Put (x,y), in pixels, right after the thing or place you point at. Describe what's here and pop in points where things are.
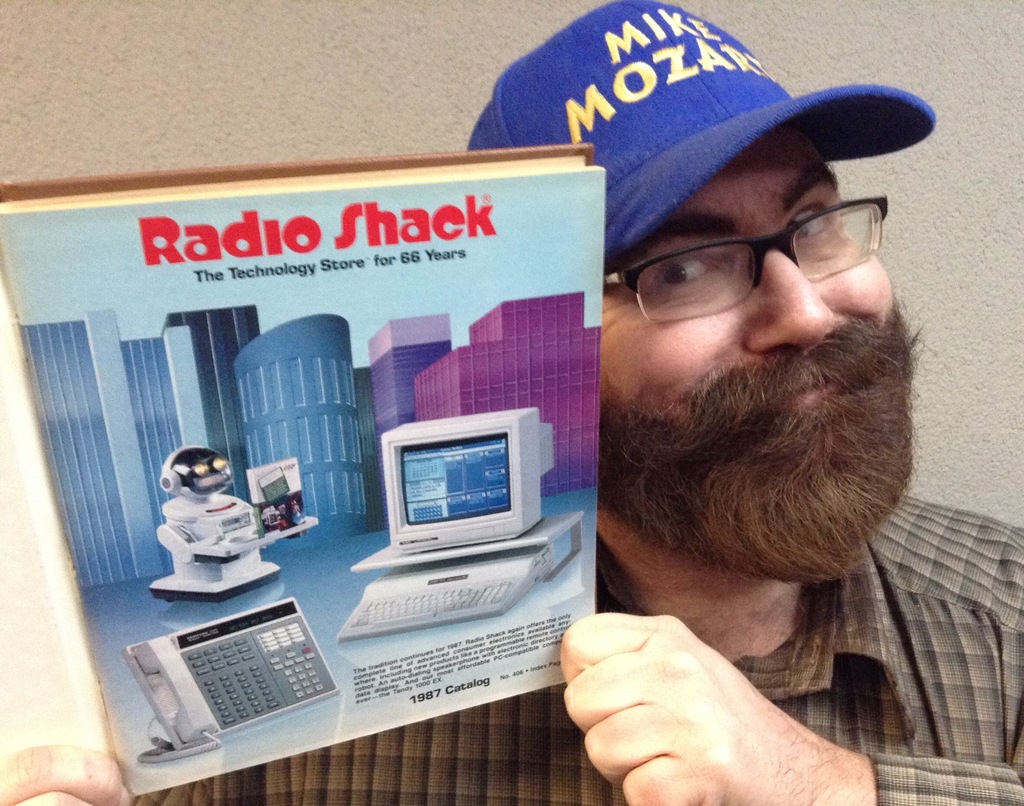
In the center of the image (666,458) we can see a person (681,498) holding a book (305,462).
